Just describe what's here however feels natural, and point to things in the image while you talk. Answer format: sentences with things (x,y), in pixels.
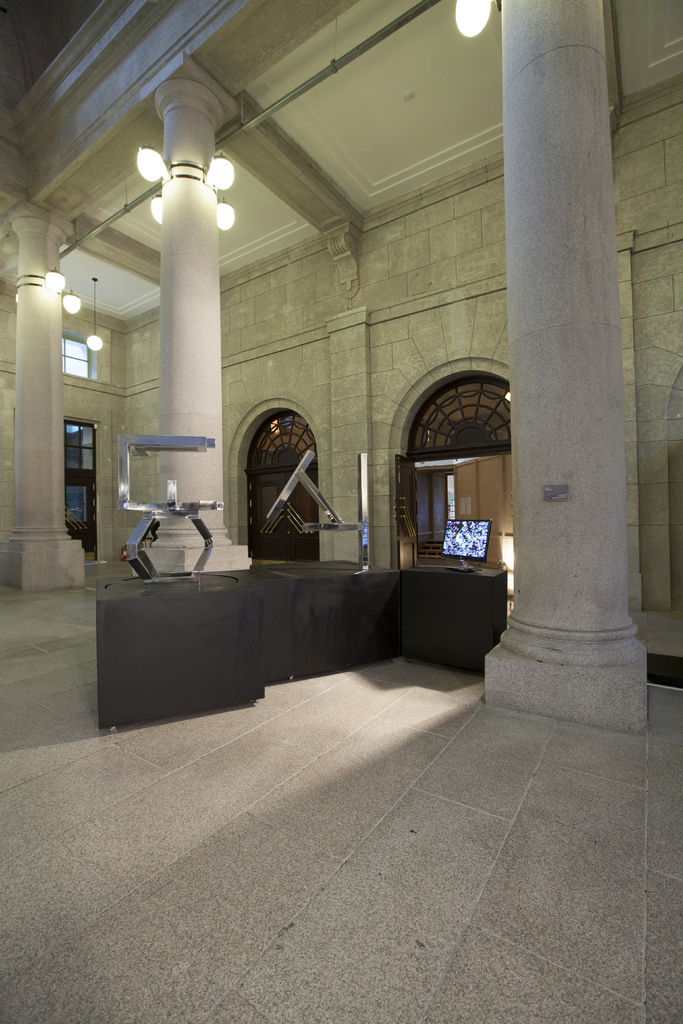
In this picture I can observe three pillars (177,355) in the middle of the picture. I can observe a desk (443,610) on which monitor (460,537) is placed. In the background (308,408) I can observe wall (300,356).
